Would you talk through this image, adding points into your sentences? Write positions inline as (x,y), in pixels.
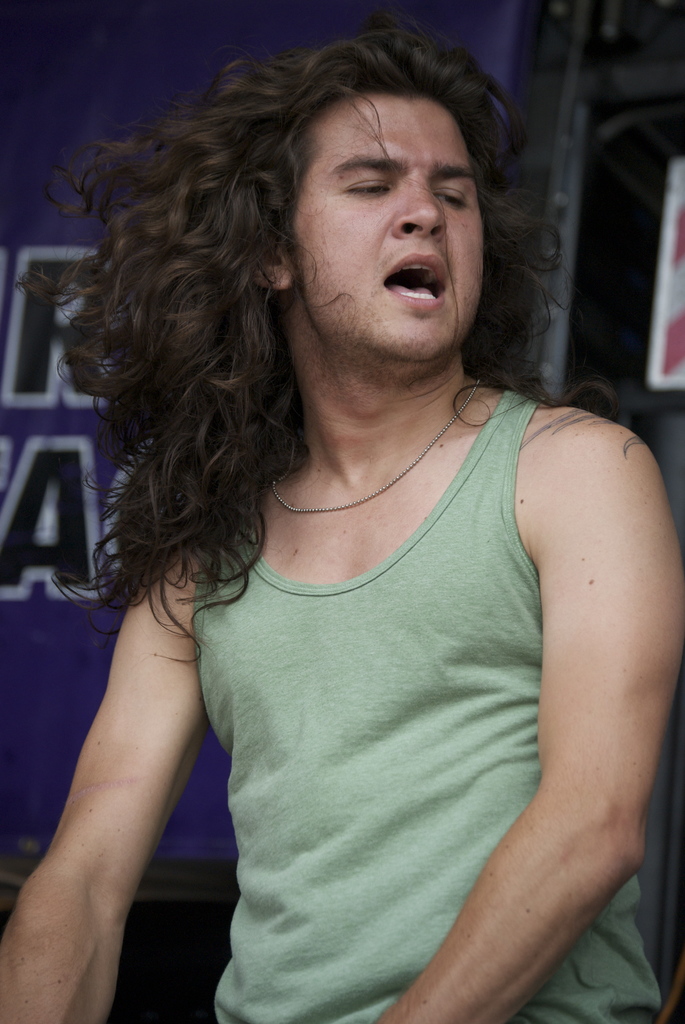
In the center of the image (313,586) we can see a man (418,607). In the background (52,655) there is a board (42,475).
